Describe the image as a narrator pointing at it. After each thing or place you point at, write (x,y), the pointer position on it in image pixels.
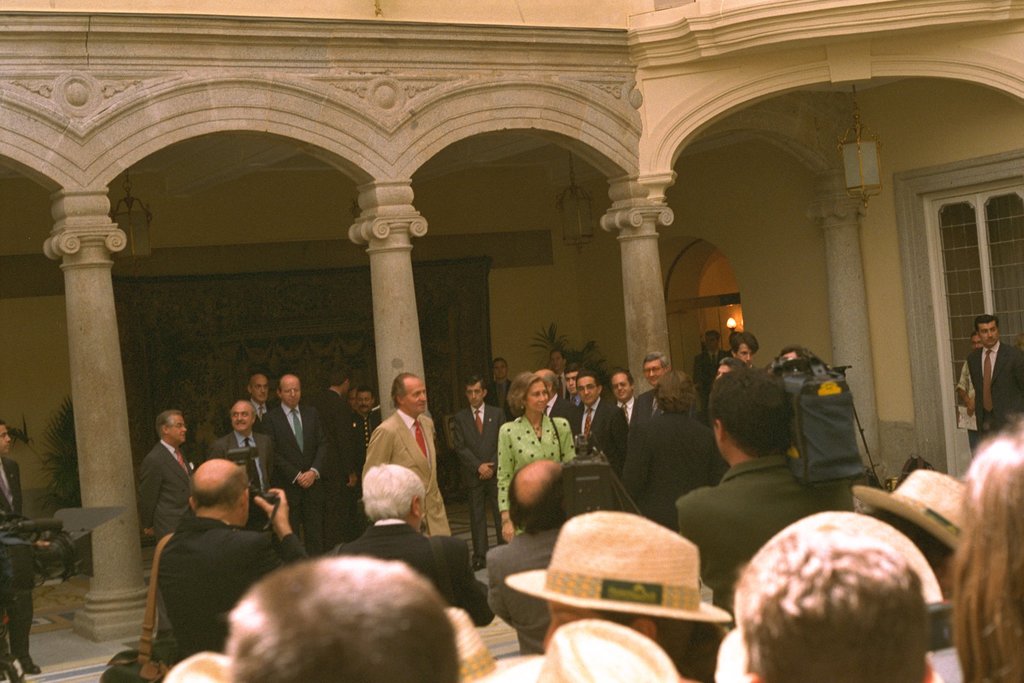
In this image we can see men (182,514) and women (973,564) are standing. There are pillars (650,259) in the background (87,339) and lights (129,226) are attached to the roof (816,142). We can see a window (988,218) on the right side of the image (995,269) and some plants (566,362) in the background (52,470).
